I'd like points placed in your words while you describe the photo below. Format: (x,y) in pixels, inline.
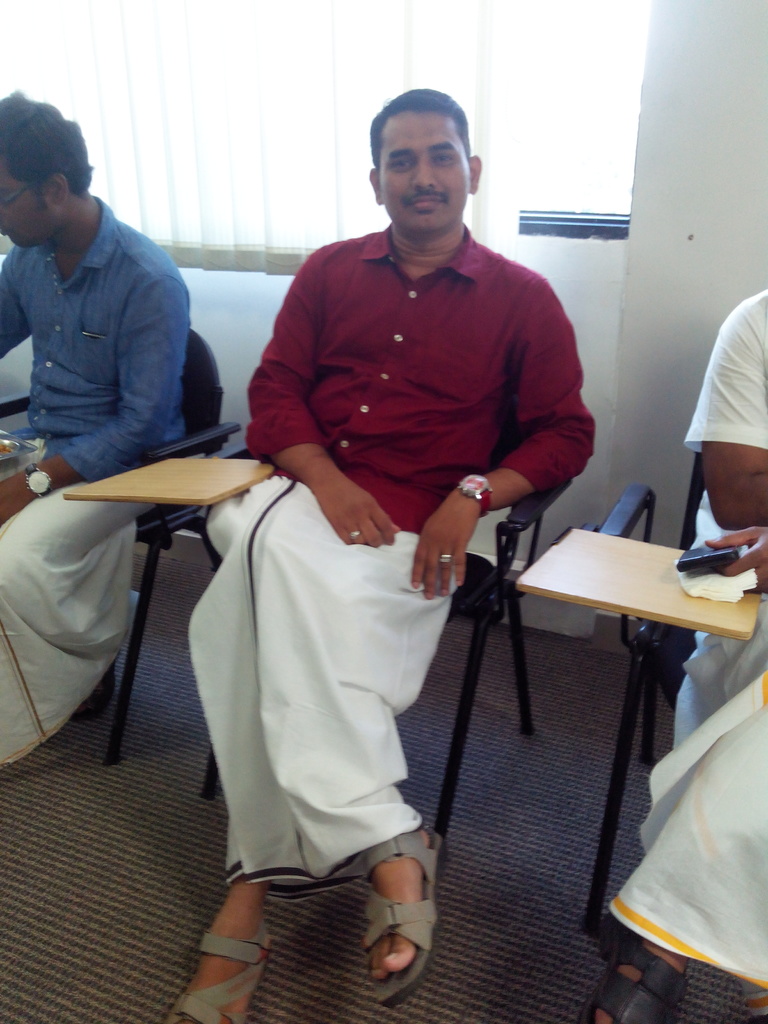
In this image we can see three persons (432,577) are sitting on the chair (717,611). There is a curtain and a window (600,129) in the image. A person (731,566) is holding the objects (726,588) in his hand (754,543) at the right side of the image (733,599).
